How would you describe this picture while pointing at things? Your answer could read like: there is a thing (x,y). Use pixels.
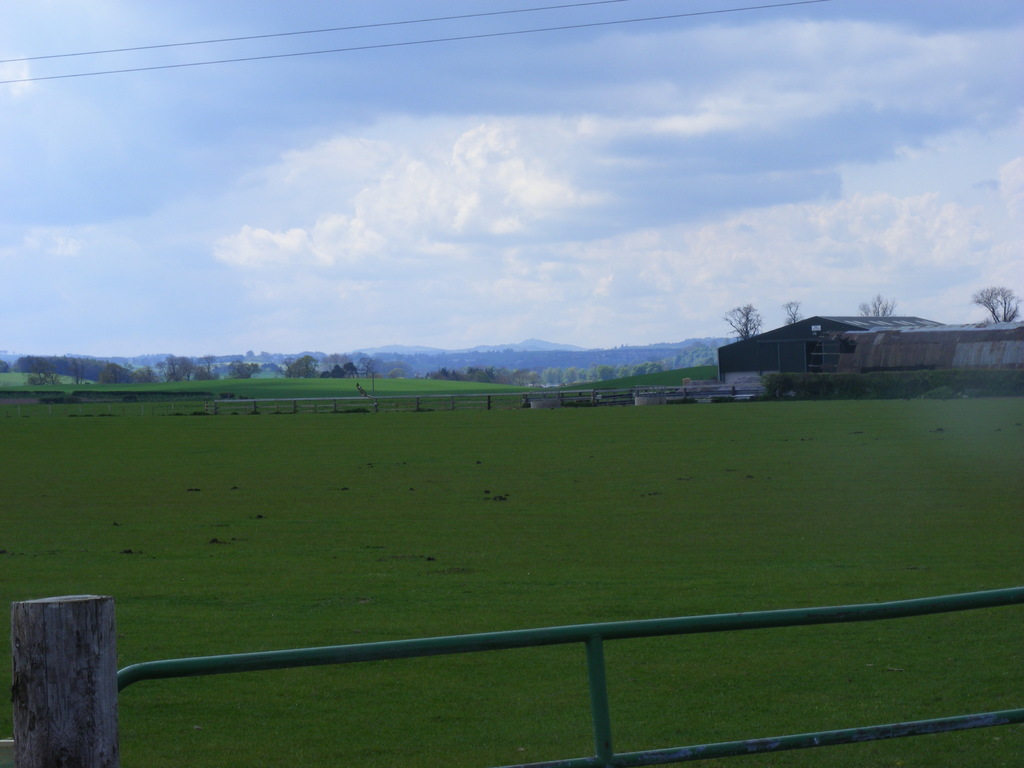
In this image we can see some houses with roof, a fence (637,387), grass (586,448), wires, trees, the hills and the sky (559,305) which looks cloudy. On the bottom of the image (92,673) we can see a wooden log (114,711) and a metal fence (720,628).
